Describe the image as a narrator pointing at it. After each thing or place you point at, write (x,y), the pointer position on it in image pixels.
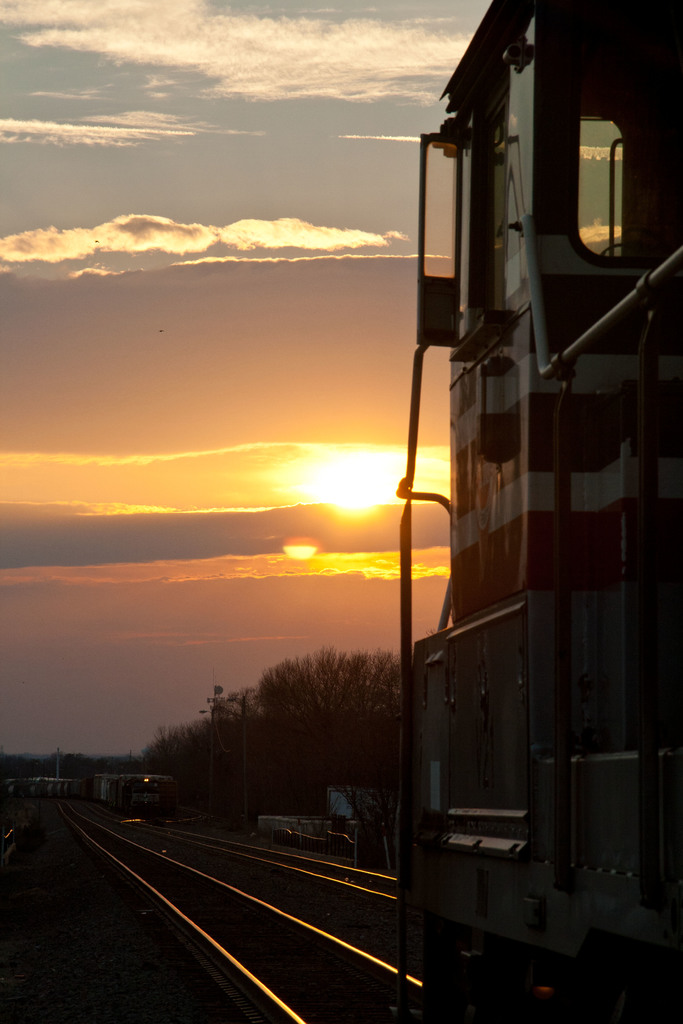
This picture is clicked outside. On the right corner (561,265) we can see the train (600,977). In the center (343,682) we can see the railway track (100,826), trees (280,780) and some other objects (142,778). In the background (172,562) we can see the sky (133,517), sunlight (293,463) and the clouds (236,571).
